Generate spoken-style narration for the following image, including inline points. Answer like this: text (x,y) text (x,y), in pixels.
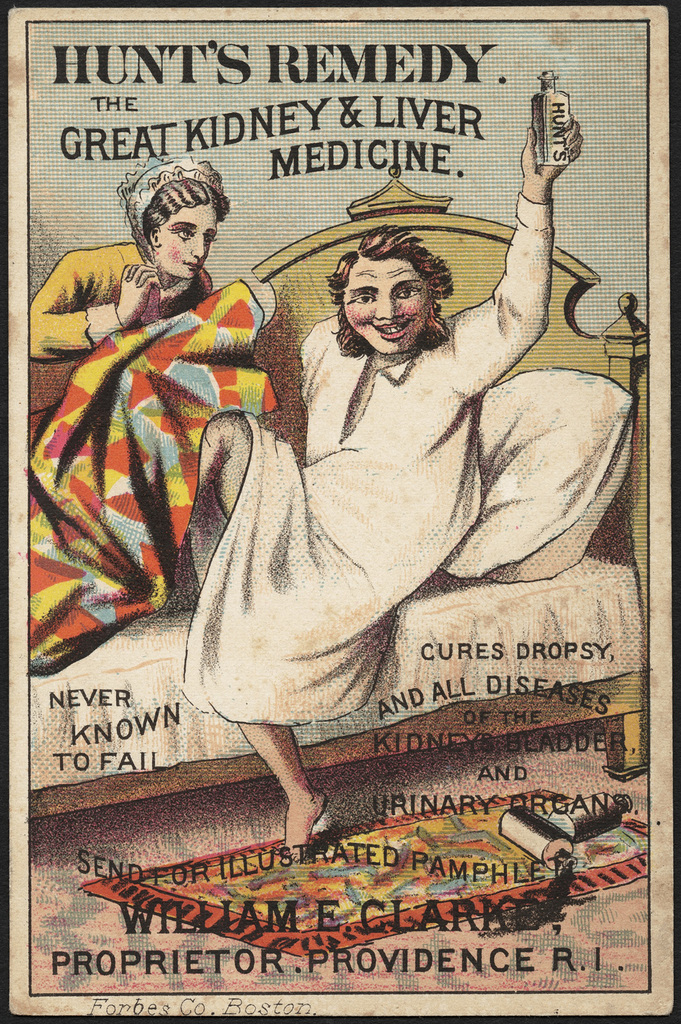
This picture seems to be an edited image. In the center (308,483) we can see the picture of two persons (270,605) seems to be sitting on the bed (175,594) and we can see the pictures of some objects (603,818) lying on the ground (596,929) and we can see the picture of a pillow (577,421) and we can see the text (394,61) on the image.
